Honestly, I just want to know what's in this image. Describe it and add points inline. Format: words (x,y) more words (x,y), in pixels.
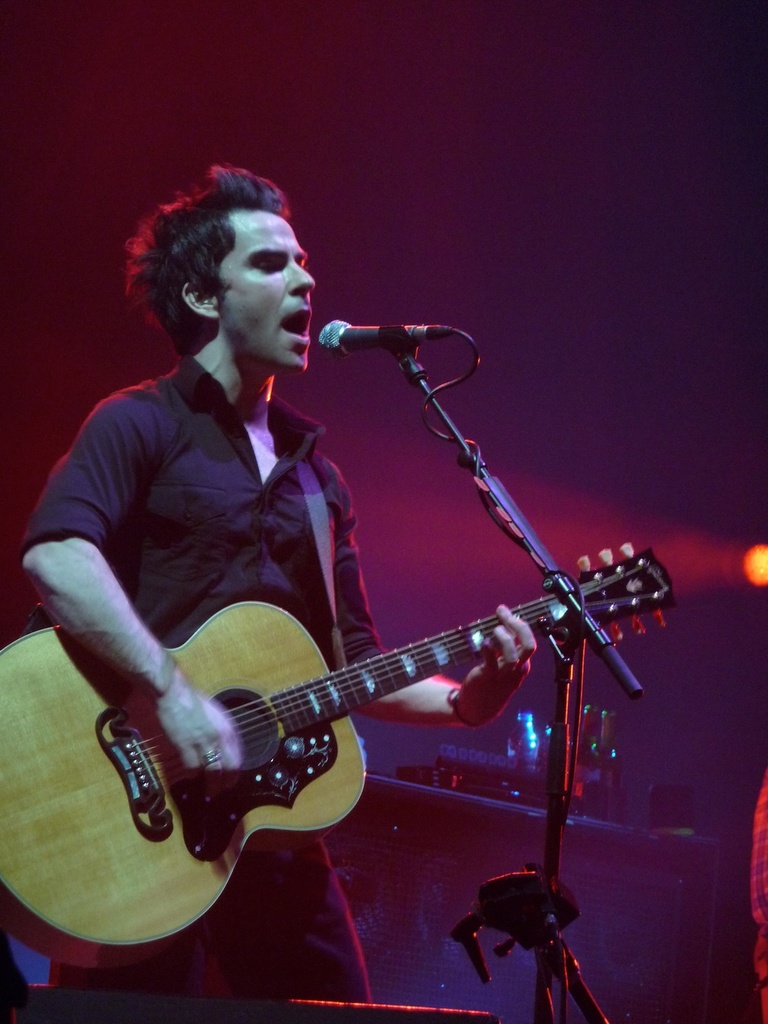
In this image we have a man (224,587) who is wearing a black shirt (229,559) and playing guitar (214,779) in his hands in front of the microphone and singing a song.
